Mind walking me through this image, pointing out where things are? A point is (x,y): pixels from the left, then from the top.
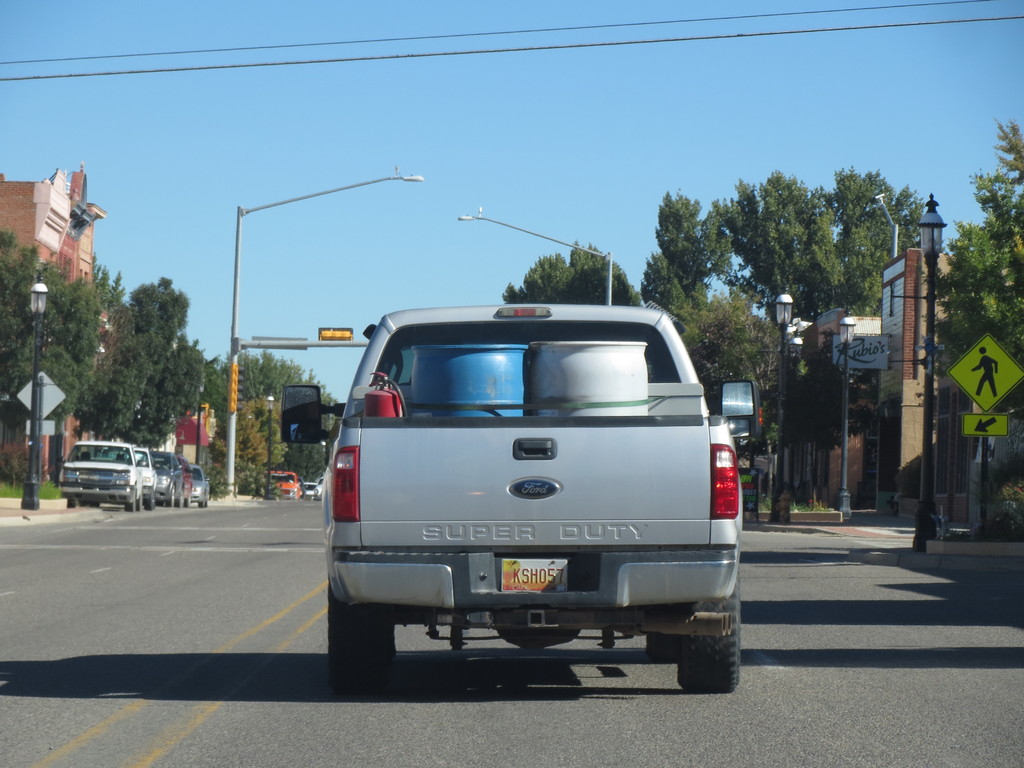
In this image there is a vehicle (458,443) having two drums (460,387) and a fire extinguisher (381,397) on it. Left side (74,486) few vehicles (199,477) are on the road (235,521). There are few street lights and poles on the pavement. Right side (994,376) there is a board (981,426) having few boards (988,388) attached to it. There are few street lights (925,550) are on the pavement (843,519). Background (21,318) there are few trees (59,318). Behind there are few building (80,265). Top of the image (367,150) there is sky (367,150).
